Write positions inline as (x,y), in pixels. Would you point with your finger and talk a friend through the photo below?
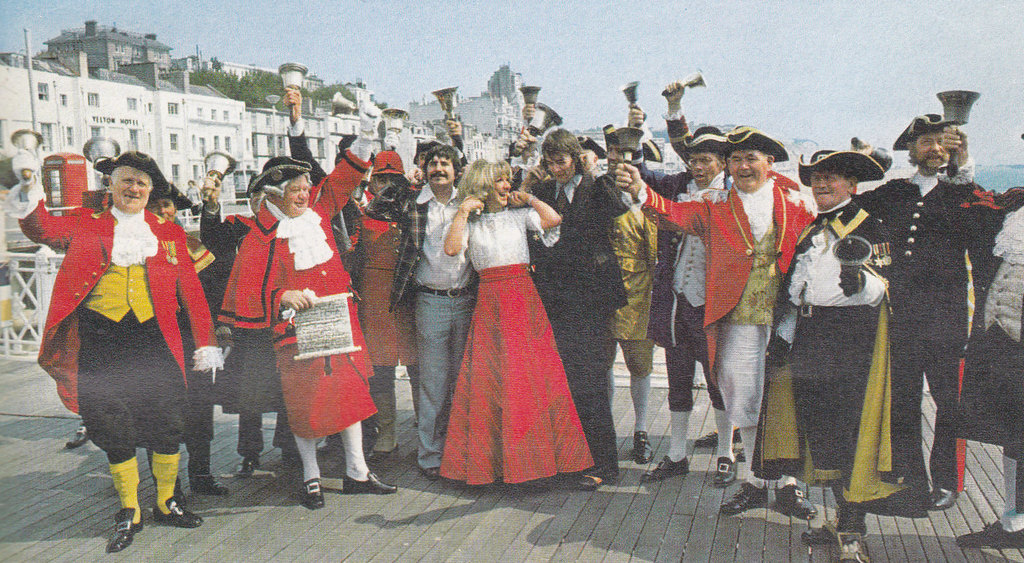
This is the picture in the picture there are group of people (722,277), the people (335,276) are standing on the wooden path (469,503) most of the people (293,91) are holding the bells (293,76) and there are shouting with a joy and men's (839,177) are wearing the hat (823,169) and the background of the crowd (165,201) is a white building (226,135). The top of the white building (261,113) there are trees (238,86), and the sky (745,40) is blue color.
